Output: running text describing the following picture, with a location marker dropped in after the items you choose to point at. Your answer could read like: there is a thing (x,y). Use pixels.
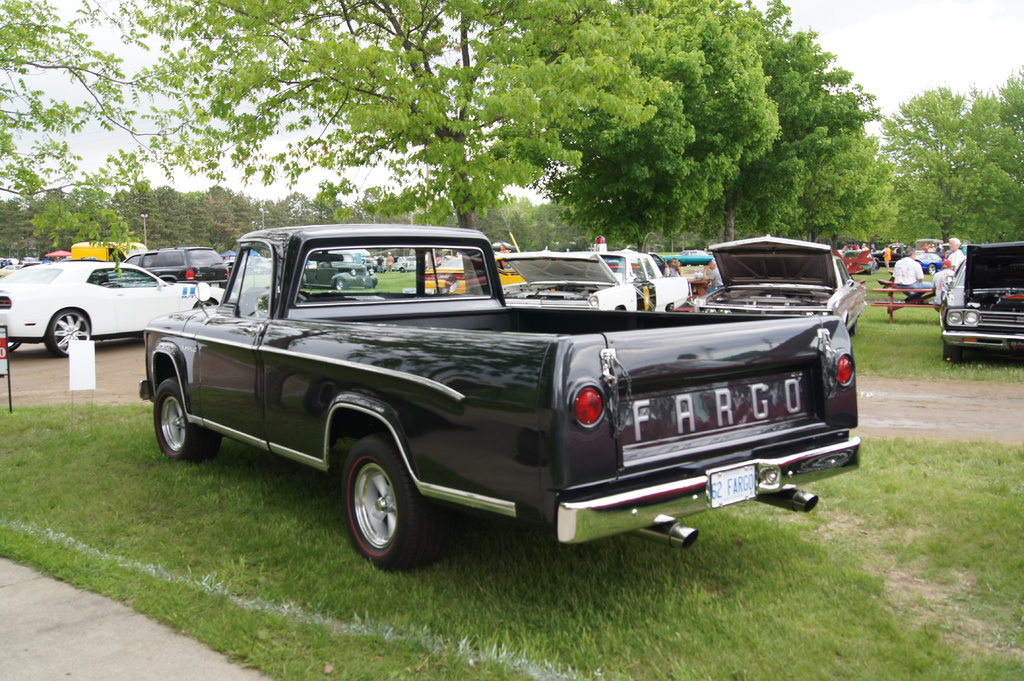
In this image I can see an open grass ground (17,416) and on it I can see number of vehicles (344,255), number of trees (411,209) and few poles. On the right side of this image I can see people (862,248) where few are sitting on benches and rest all are standing. On the left side (4,343) I can see two boards (70,343) and on the one board (9,379) I can see something is written. I can also see the sky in the background (269,149).
